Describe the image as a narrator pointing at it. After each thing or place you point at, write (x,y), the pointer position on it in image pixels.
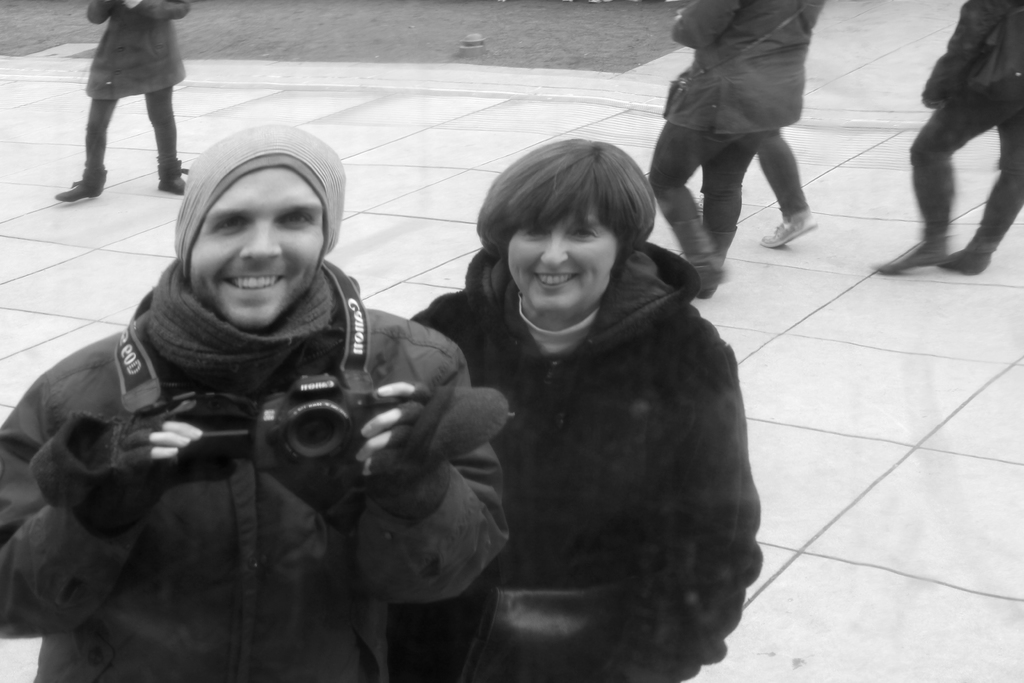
In the picture we can see a man (193,231) and a woman (745,544) standing on the path (901,487) and they both are in jackets (35,520) and man (82,572) is holding a camera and they are smiling and behind them we can see some people (796,74) are walking and one person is standing.
